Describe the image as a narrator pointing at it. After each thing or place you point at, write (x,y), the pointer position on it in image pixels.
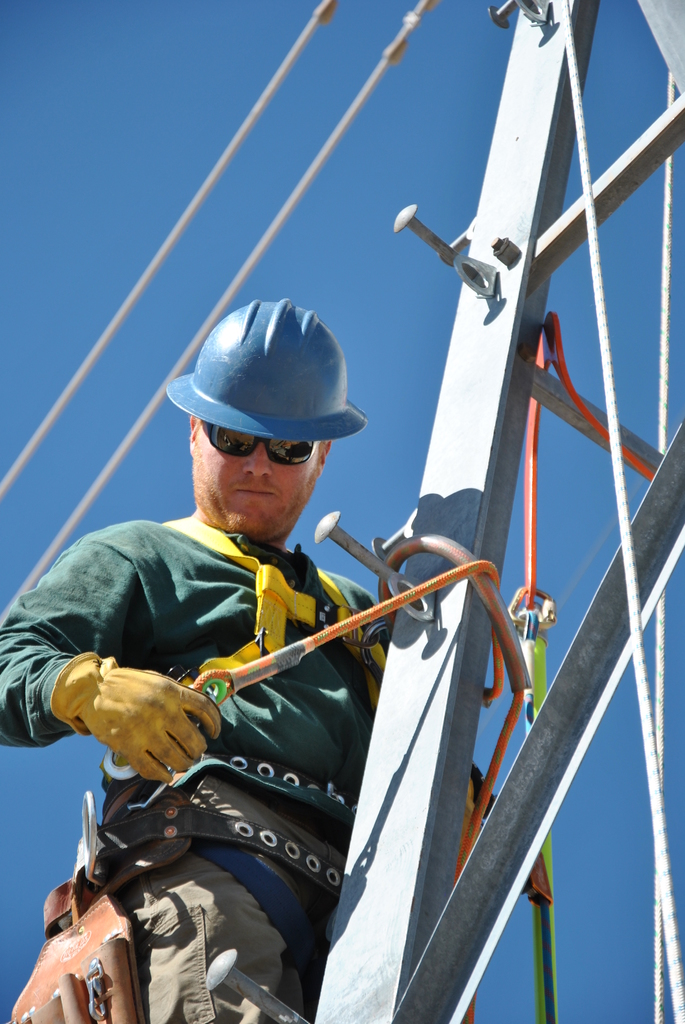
Here in this picture we can see a person (334,674) standing on a tower (411,614) over there and we can see he is wearing gloves (144,723), goggles (223,447) and helmet (278,378) on him and he is tying a rope (394,605) to the tower (403,636) over there and above him we can see wires (392,52) present over there.
